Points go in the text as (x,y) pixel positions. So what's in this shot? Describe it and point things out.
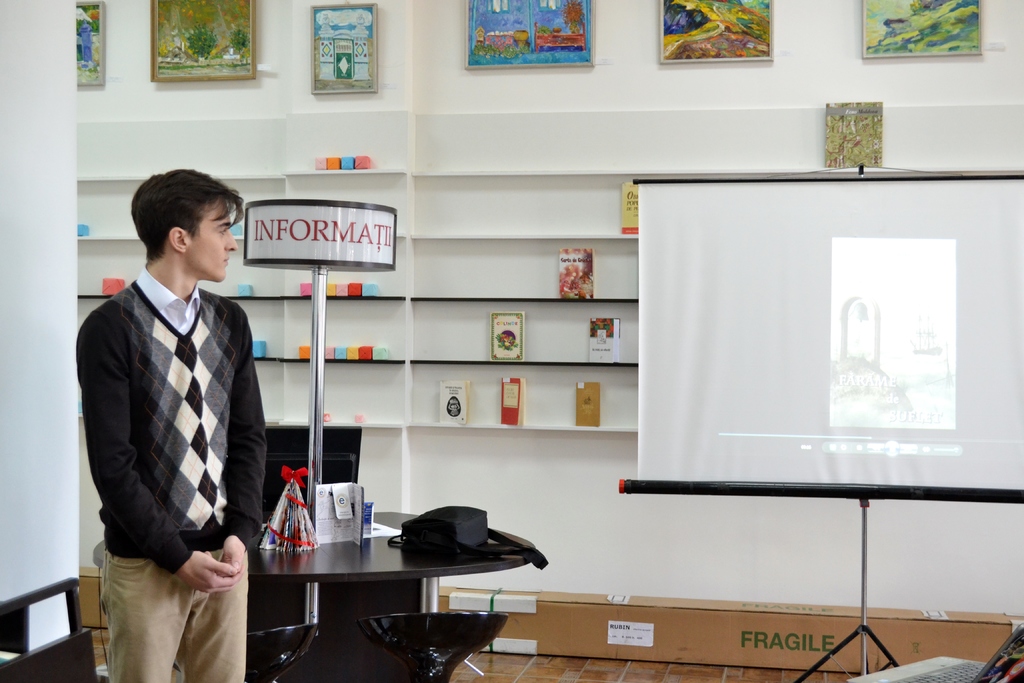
In the image there is a man (210,445) at left side (194,424) corner looking at screen (744,364) which is at right side (753,257) corner, this seems to be a classroom (522,197) and background (518,320) there are shelves (555,337) with books (566,296) and above there are paintings (546,36).
